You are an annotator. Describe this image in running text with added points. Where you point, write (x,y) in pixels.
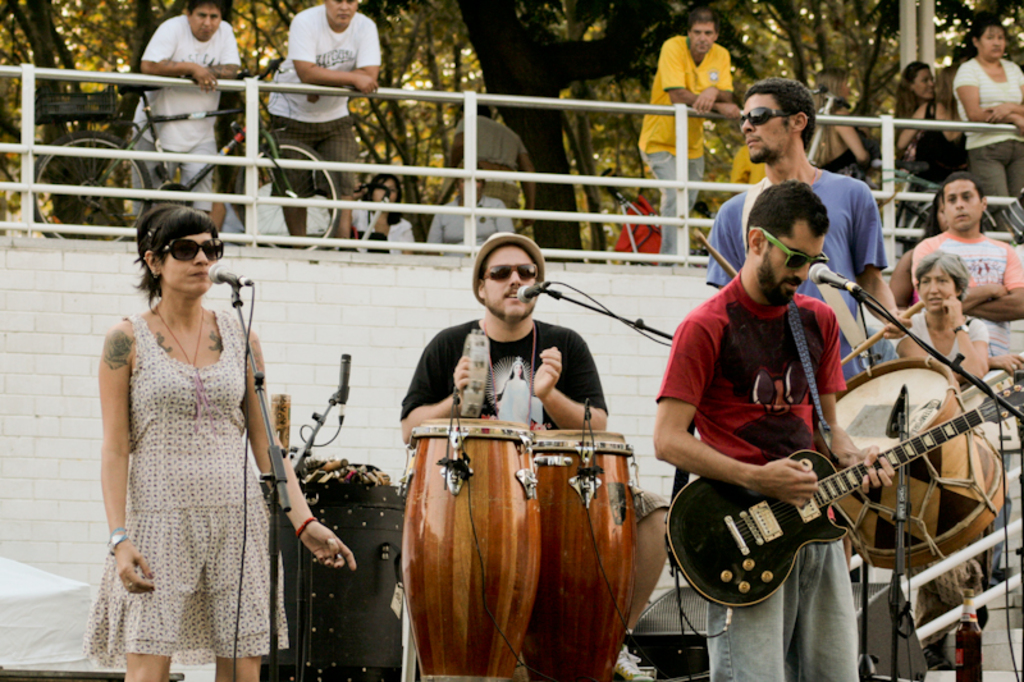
This 3 musicians (493,326) are standing and singing in-front of mic (824,283). This 2 persons (664,420) are playing musical instruments (800,528). On the top (991,79) this persons (702,98) are standing. This are trees (639,11). Beside this fence (253,194) there is a bicycle (96,167). This are musical instruments (410,450).
